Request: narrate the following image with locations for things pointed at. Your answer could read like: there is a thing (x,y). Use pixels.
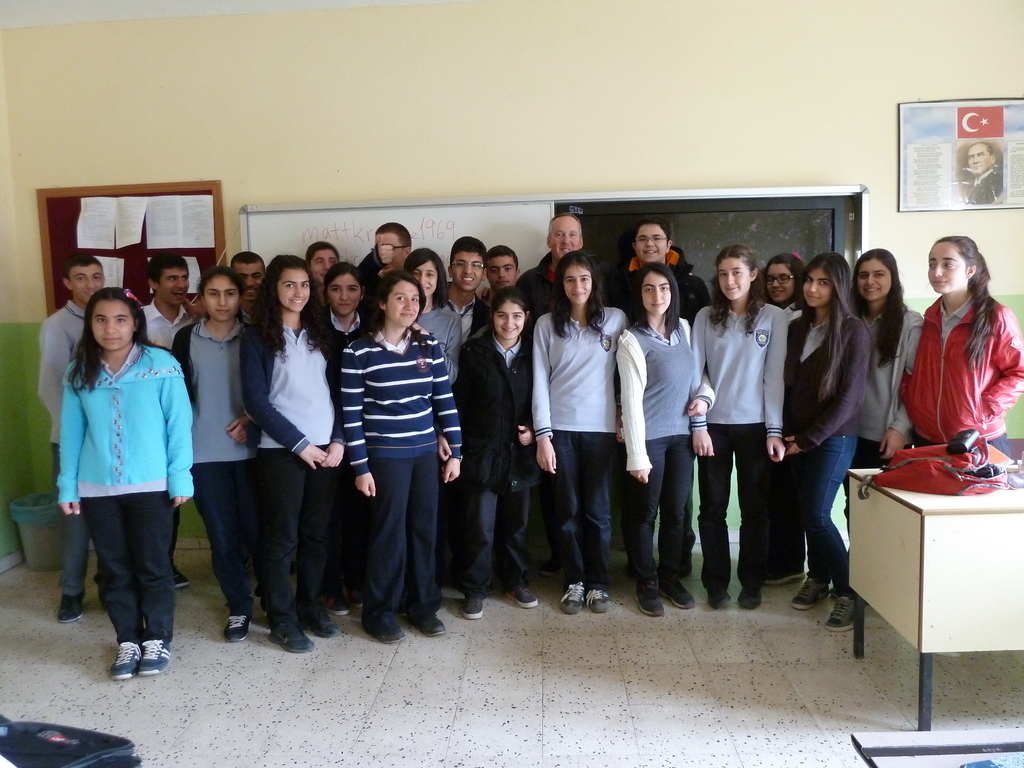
Group of people (523,351) standing. Here we can see bag (954,475) on the table (964,508) and we can see floor (439,740). Background we can see boards (93,217) on the wall (119,171).
